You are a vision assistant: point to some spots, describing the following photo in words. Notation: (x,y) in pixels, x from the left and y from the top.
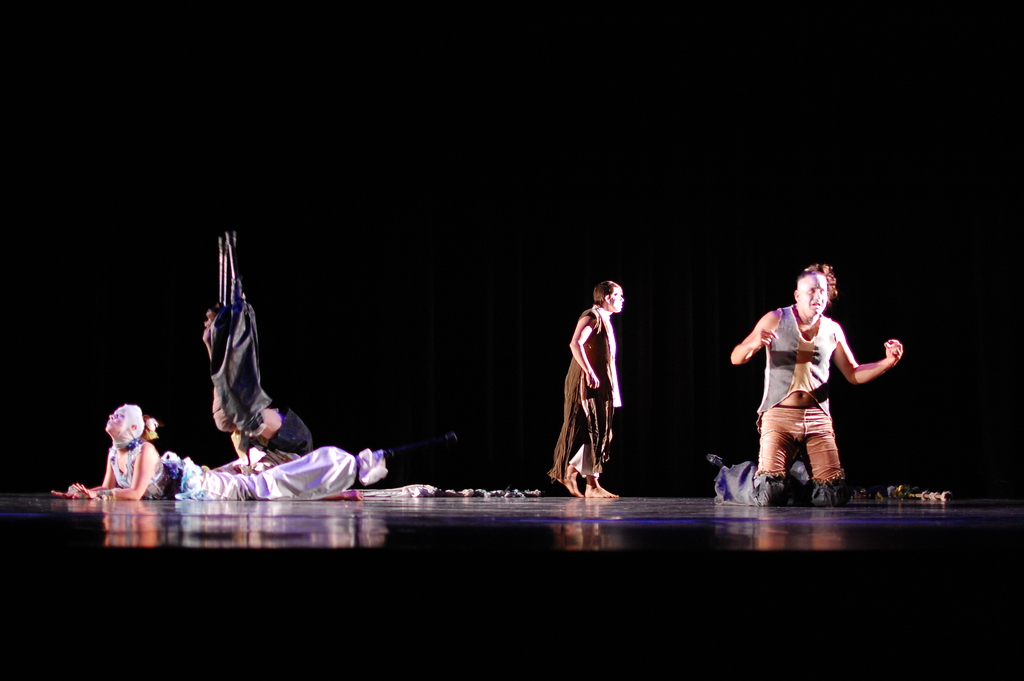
In this picture there are people (831,284), among them one person (620,294) walking and one person (173,472) lying on the floor (338,508) and we can see objects (445,492). In the background of the image (331,177) it is dark.
